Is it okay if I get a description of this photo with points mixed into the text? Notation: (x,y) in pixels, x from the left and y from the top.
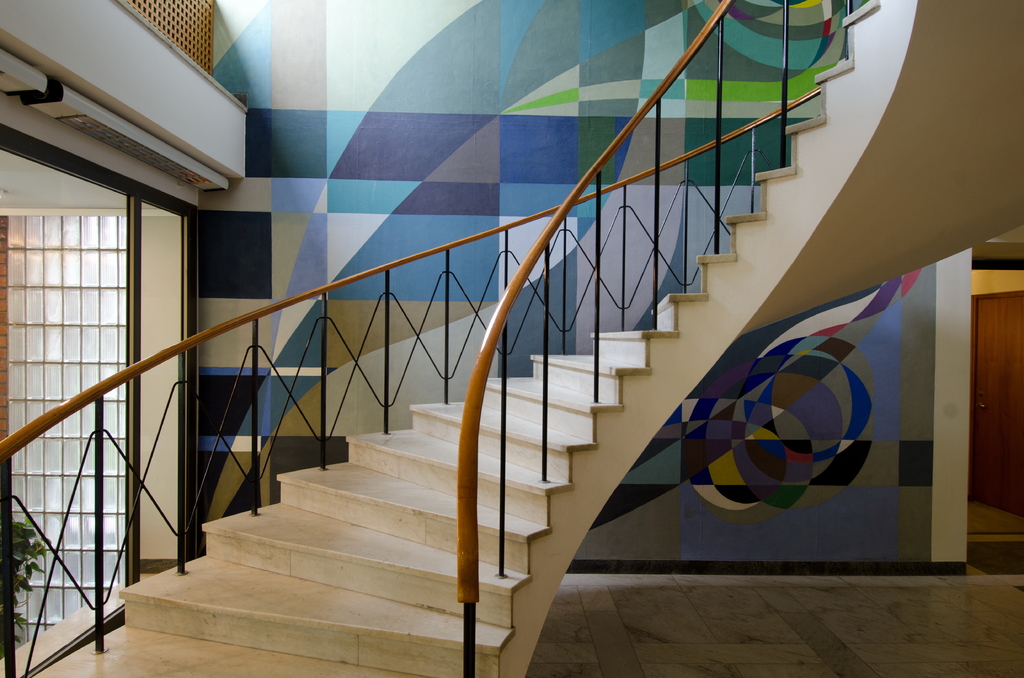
This image is taken inside the building (850,558). In this image we can see the stairs (437,457) in the center (490,416). In the background (489,119) we can see the wall (507,77).
